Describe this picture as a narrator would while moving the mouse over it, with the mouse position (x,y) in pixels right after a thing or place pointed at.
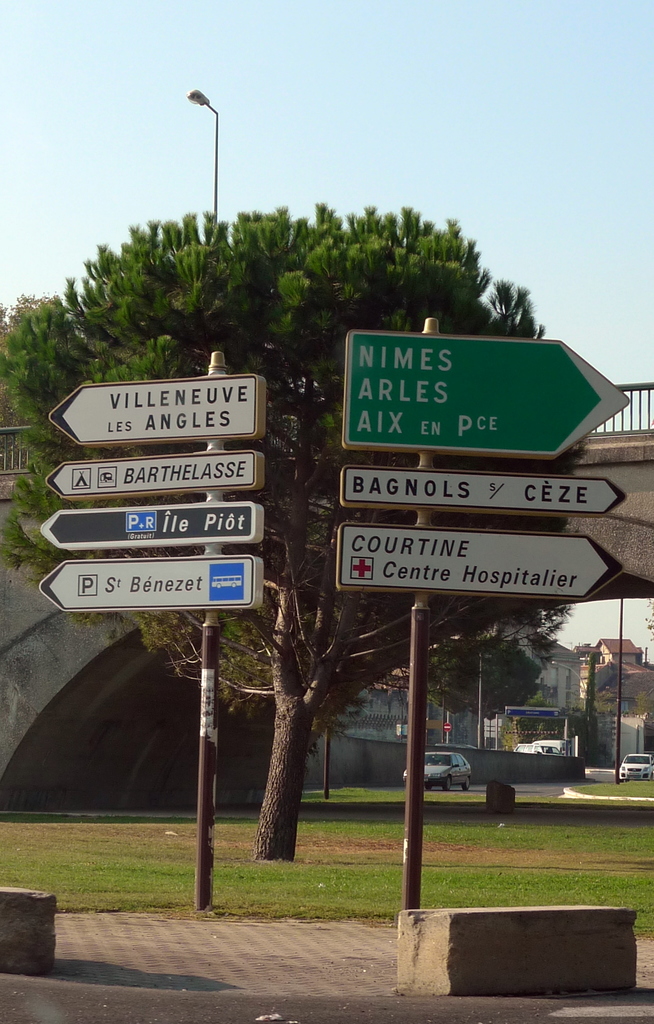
In this picture there are boards (98,486) on the poles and there is text (196,523) on the boards (380,547). At the back (364,455) there is a bridge (640,417) and there are trees (29,563) and buildings (572,663) and poles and there are vehicles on the road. In the foreground (465,964) it looks like benches (436,972). At the top (552,220) there is sky (348,3). At the bottom (170,970) there is a pavement (265,965) and there is grass (362,801).
